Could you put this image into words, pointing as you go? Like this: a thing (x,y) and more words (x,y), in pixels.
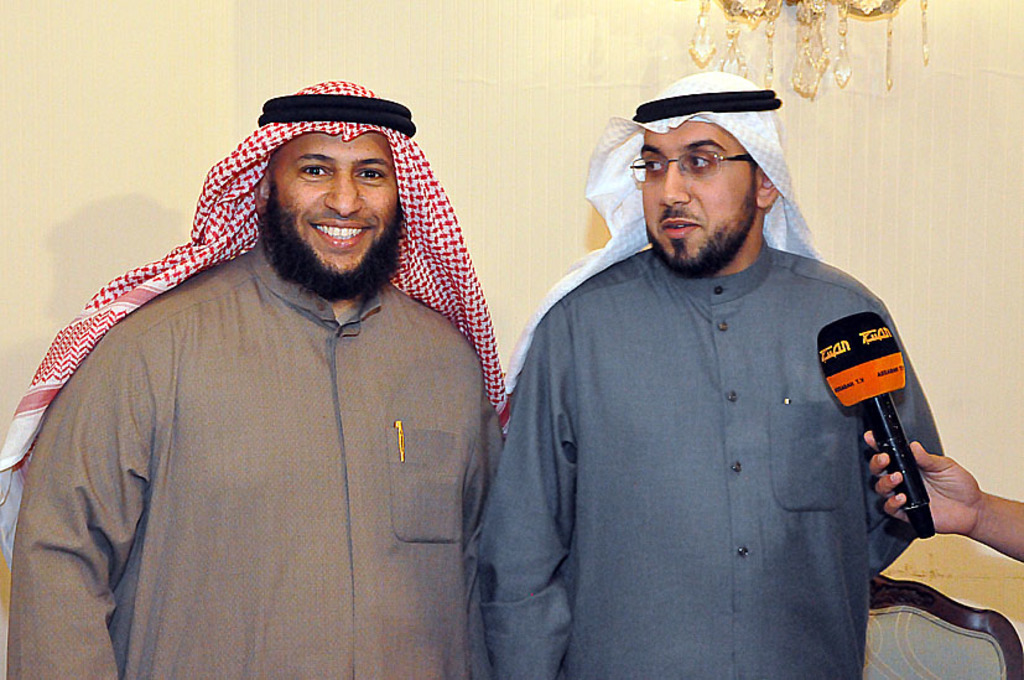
In this image I can see 2 men (295,573) standing. A person (998,533) is holding a microphone (921,492) on the right (910,500). There is a wall (933,112) at the back (1001,24) and chandelier (820,76) at the top (843,46).
